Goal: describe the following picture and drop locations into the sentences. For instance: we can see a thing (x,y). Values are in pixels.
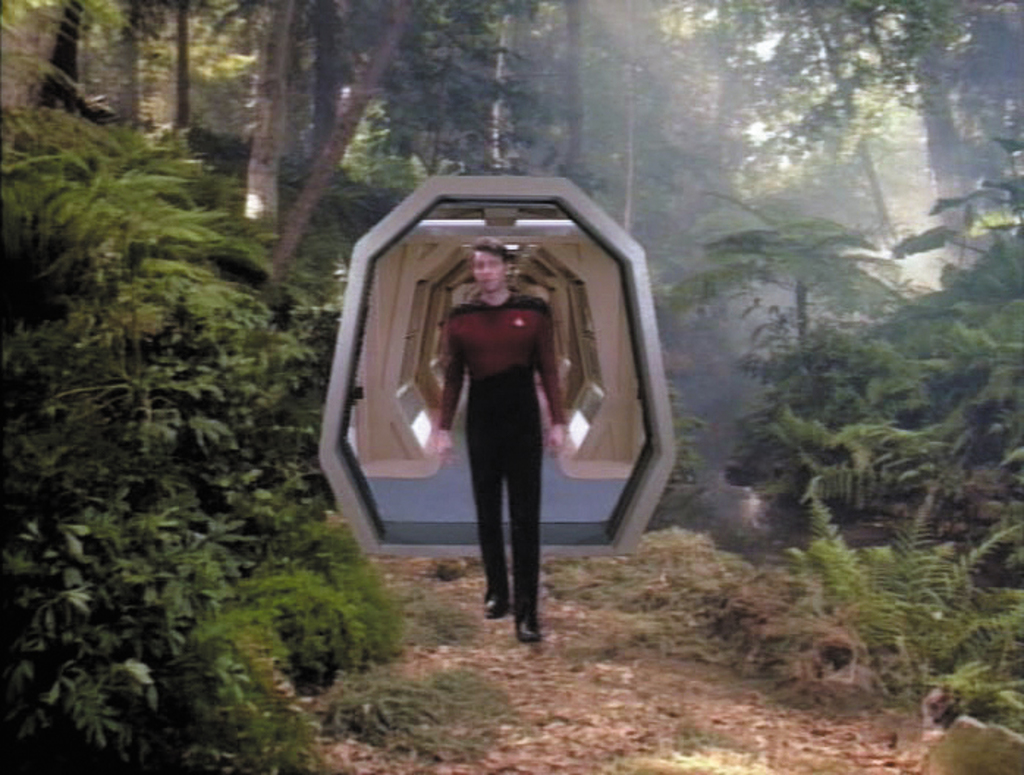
In this image there is a man (489,494) standing on the ground (414,590). Behind him there is a door (587,336). On the either sides of the image there are plants (206,325) on the ground (867,533). In the background (656,93) there are trees (633,74).
